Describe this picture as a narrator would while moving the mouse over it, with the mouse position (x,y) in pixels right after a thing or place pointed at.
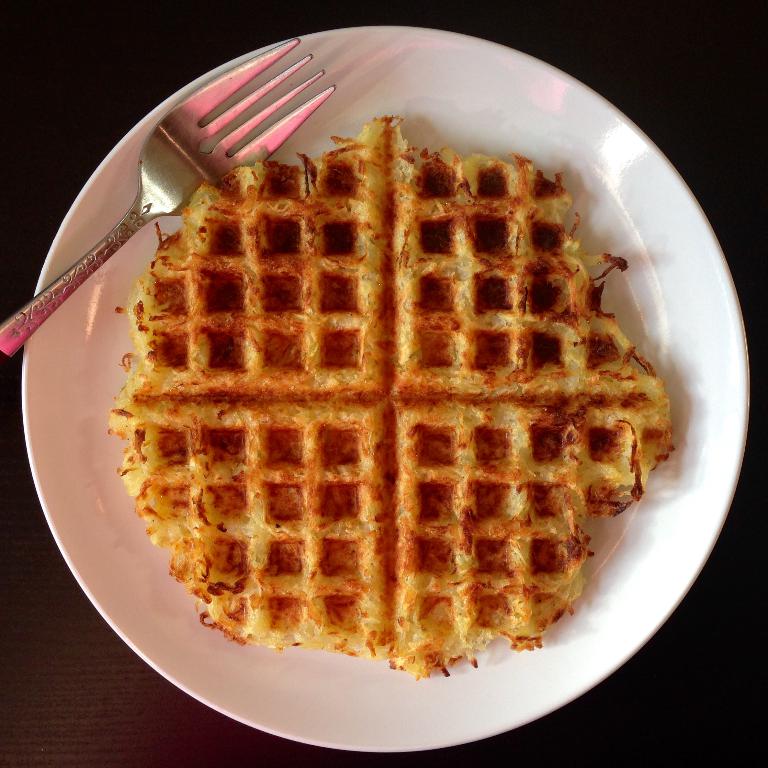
In this image in the center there is one plate (592,525), and in the plate (596,126) there is some food (294,275) and fork (212,172) and there is a wooden table (715,687).
